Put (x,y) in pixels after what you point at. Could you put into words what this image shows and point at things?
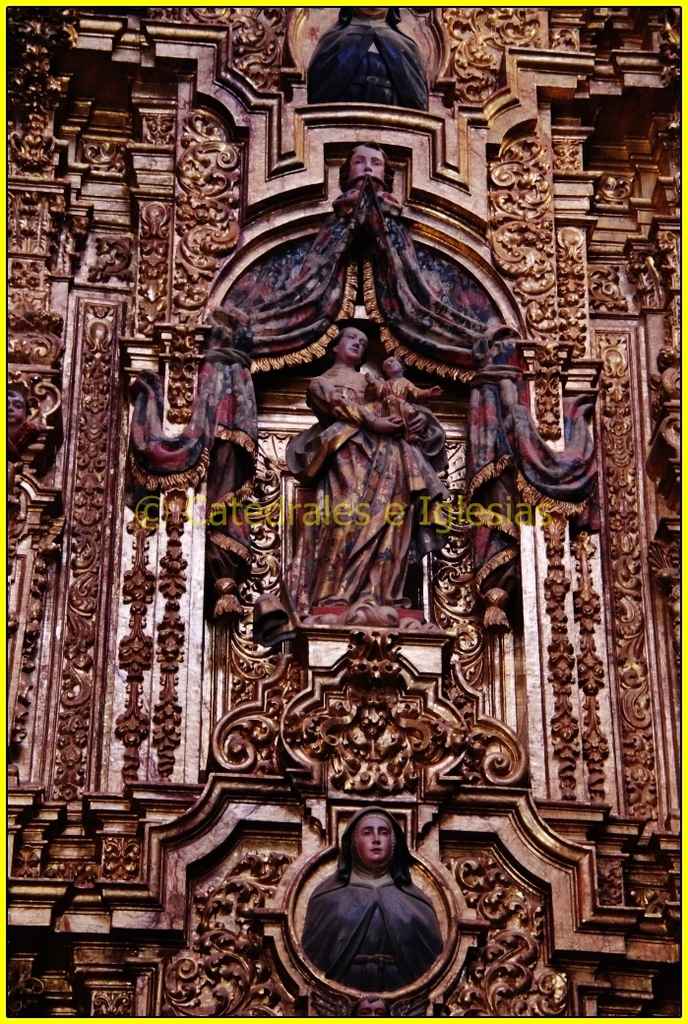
In this image there are carved wooden sculptures (369,53), and there is a watermark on the image.
